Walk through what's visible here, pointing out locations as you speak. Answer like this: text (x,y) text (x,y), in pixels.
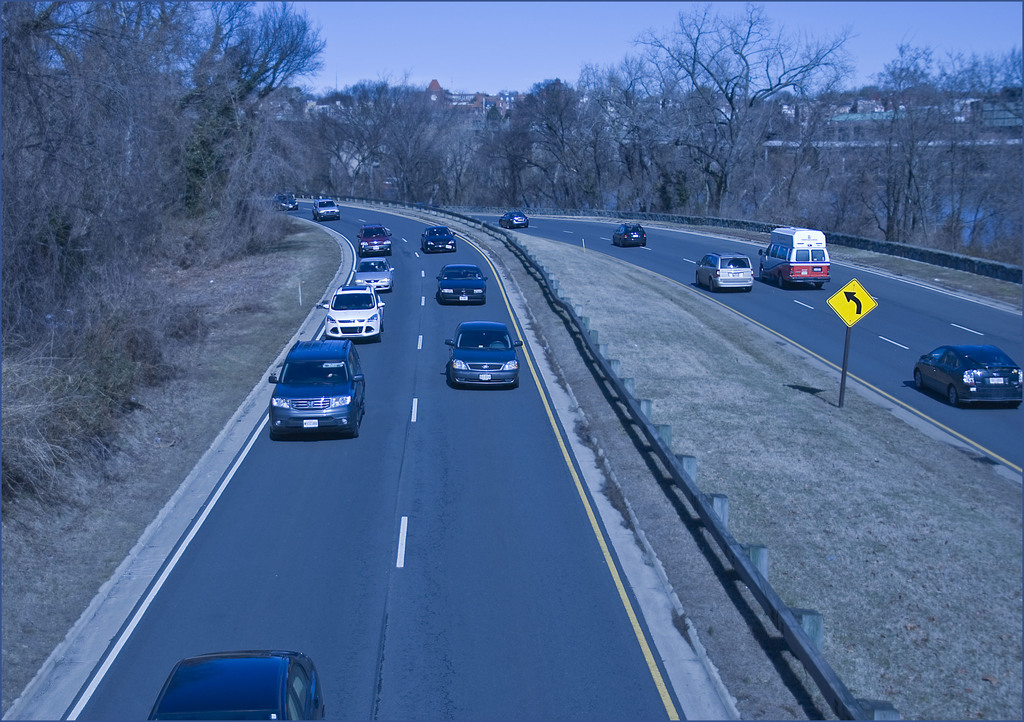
At the bottom of the image (242,492) there is a road (470,423) and we can see cars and vans (804,261) on the road (401,404). There is a sign board (861,295). In the background (186,194) there are trees (407,163), buildings (434,103) and sky (456,56).
